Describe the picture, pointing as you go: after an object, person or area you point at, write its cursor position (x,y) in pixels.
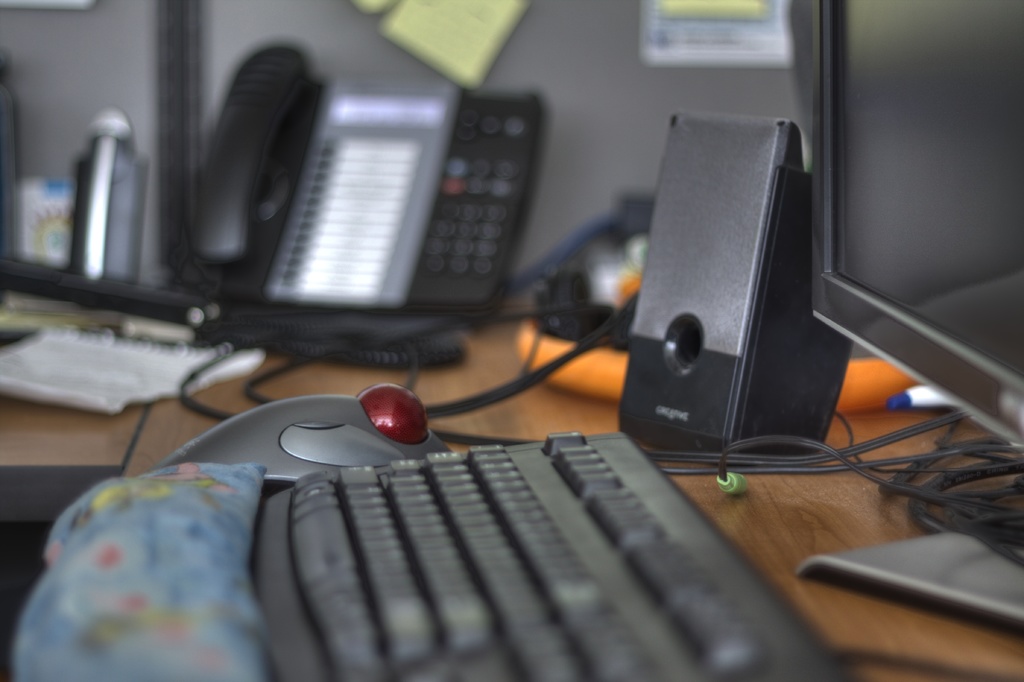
In this picture we can see a table (790,521). On the table (769,523) there is a monitor (925,102), keyboard (467,508), mouse (403,405), and a phone (403,161).
